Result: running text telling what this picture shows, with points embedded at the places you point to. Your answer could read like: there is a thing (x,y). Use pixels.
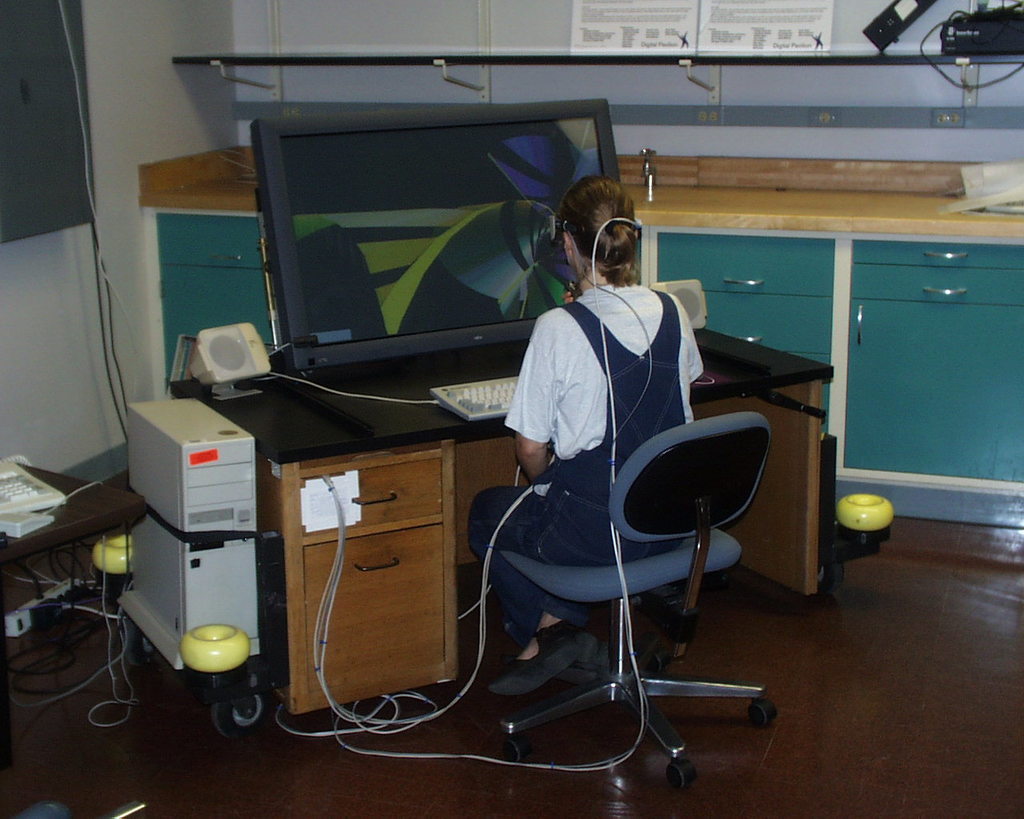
In this image we can see a woman (587,422) sitting on the chair (602,577) in front of the table (380,424) and on the table (325,395) we can see a keyboard (492,393) and also monitor (448,279). On the left (31,496) we can see a keyboard (36,501) on the wooden table (68,524). We can also see a CPU (174,489). In the background (745,16) we can see two white color frames (699,29) on the glass surface (655,62) and we can also see a wooden shelf (929,221). At the bottom (446,710) we can see some wires (468,756) on the floor (473,775).
